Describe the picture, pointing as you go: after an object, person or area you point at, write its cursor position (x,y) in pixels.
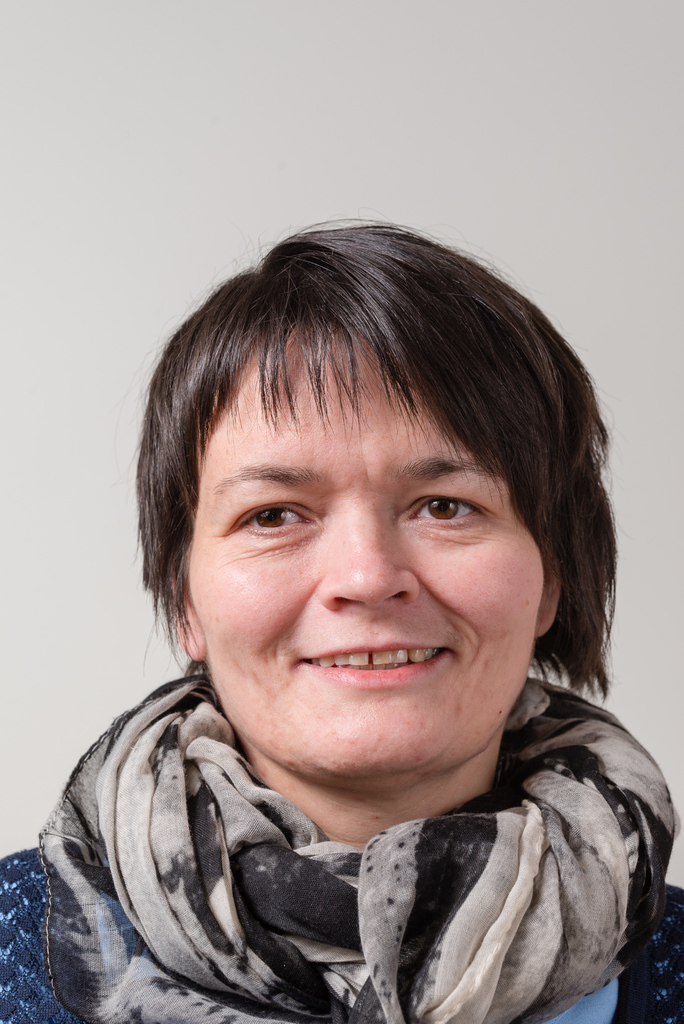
In the center of the image (372,514) there is a woman's face (377,532). In the background (581,167) there is wall (411,104).
